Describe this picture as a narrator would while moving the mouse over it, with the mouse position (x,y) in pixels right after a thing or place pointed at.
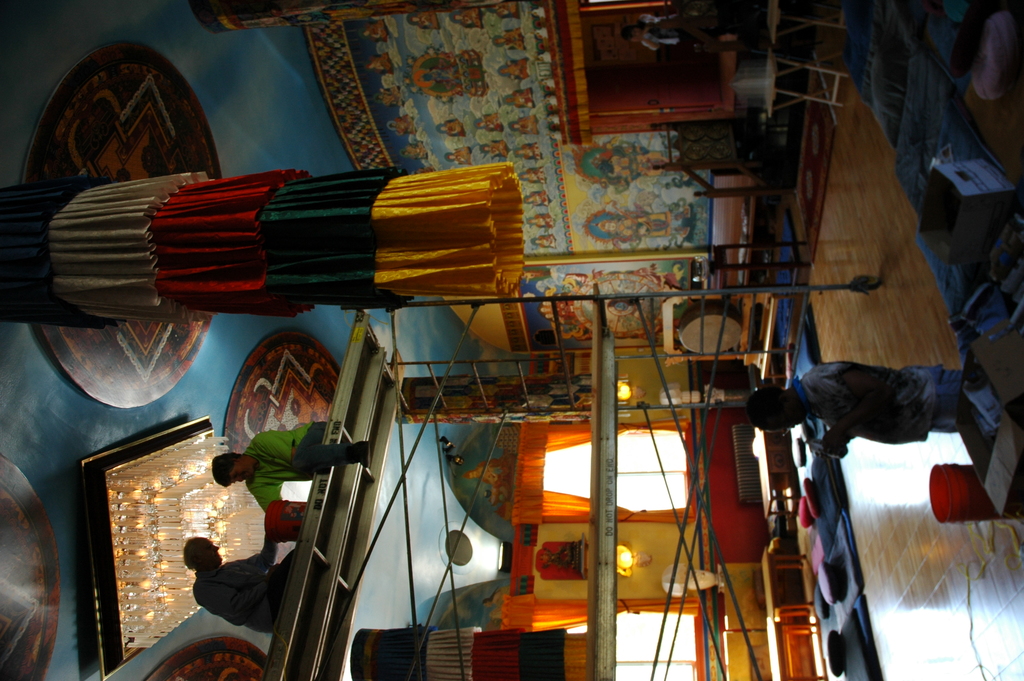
In this image I can see there is a man (870,399) standing at the bottom of the image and there is an iron frame (309,501) at the left side (301,498), there are two people (262,568) sitting on it. There are lights (131,518) attached to the ceiling (200,621), there is some decorating a wall (535,187) with a painting (408,72) and there are two windows (571,482) with curtains (581,497).
